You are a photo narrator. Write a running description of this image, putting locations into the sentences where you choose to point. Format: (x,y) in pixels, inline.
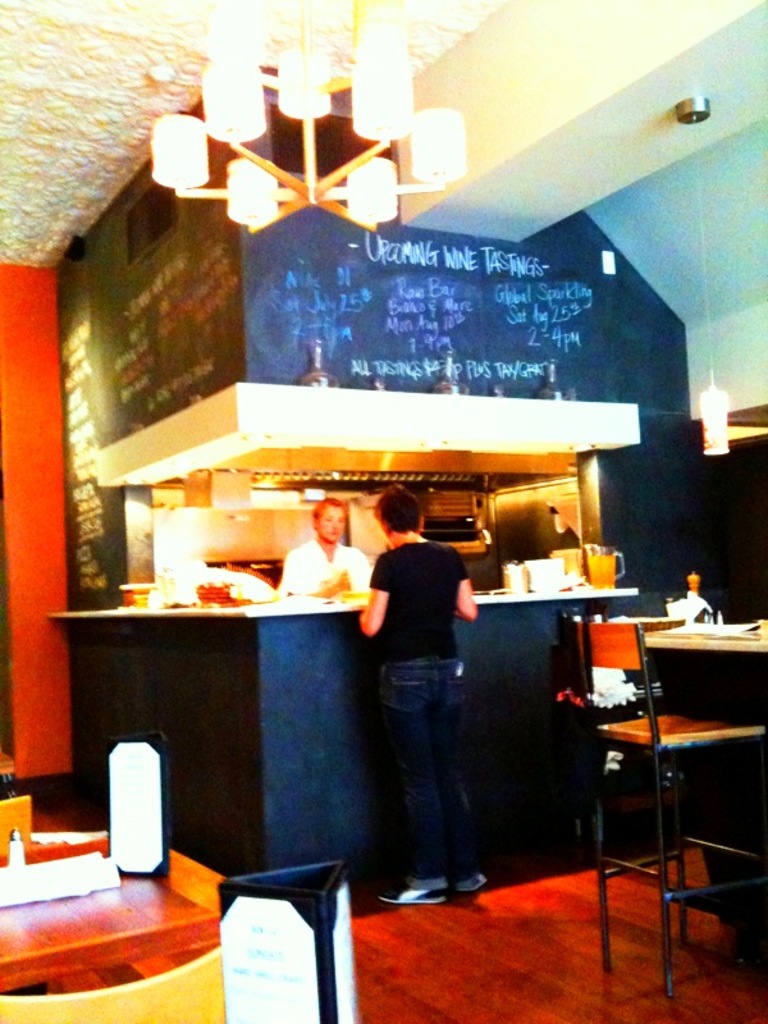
In the picture we can see two persons (291,570), one person (366,629) is standing outside the table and one person (301,563) is standing behind the table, in the picture we can also see some tables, chairs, lights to the ceiling (555,194) and table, on the table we can see jugs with some drink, and the floor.
